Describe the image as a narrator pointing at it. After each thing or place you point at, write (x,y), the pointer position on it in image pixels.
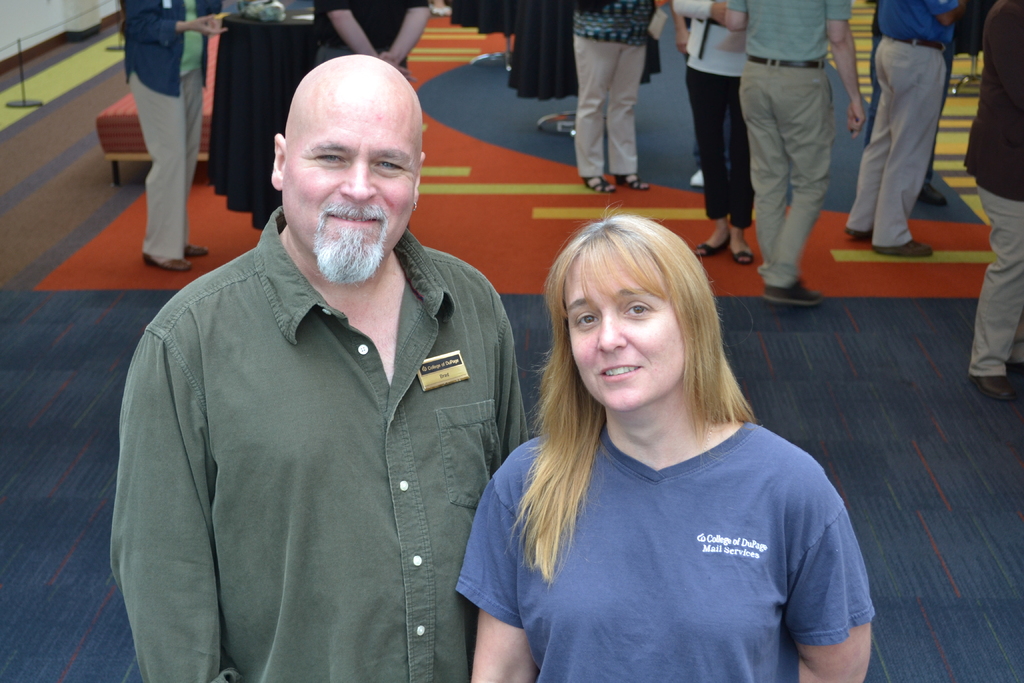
In this picture we can see a man (218,411) and a woman (578,324) standing and smiling and at the back of them we can see a group of people (989,56) standing on the ground (73,209) and some objects (105,143).
